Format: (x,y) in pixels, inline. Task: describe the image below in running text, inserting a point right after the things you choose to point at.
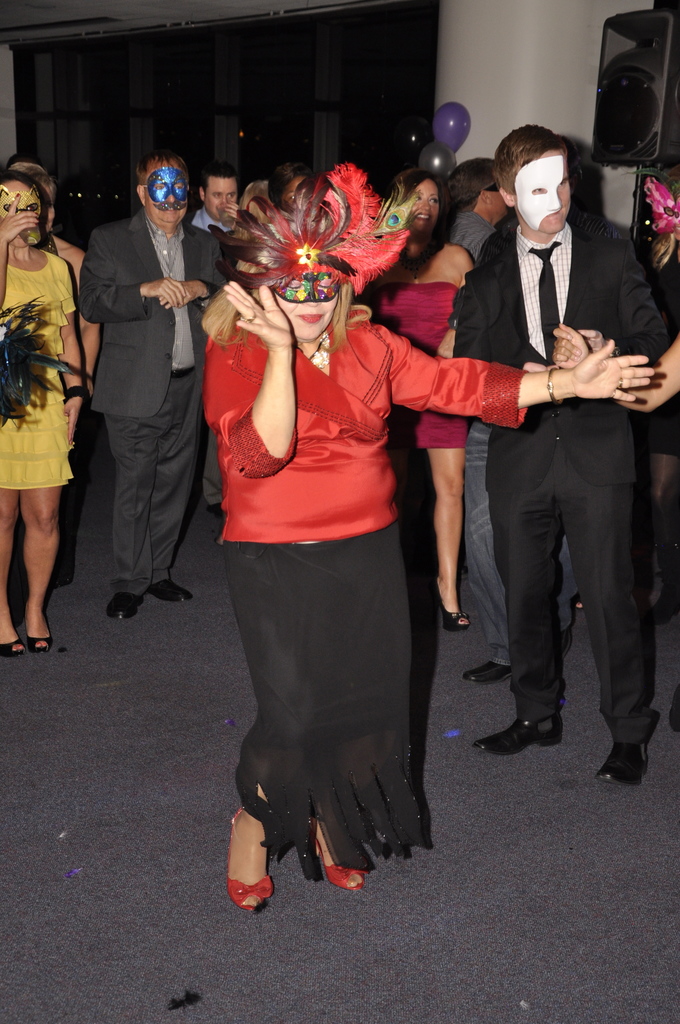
In the image there are few people (316,549) standing and there are masks (525,212) to their faces (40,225). Behind them there are balloons (450,138) and also there is a pillar (540,69) and glass walls (249,93).
